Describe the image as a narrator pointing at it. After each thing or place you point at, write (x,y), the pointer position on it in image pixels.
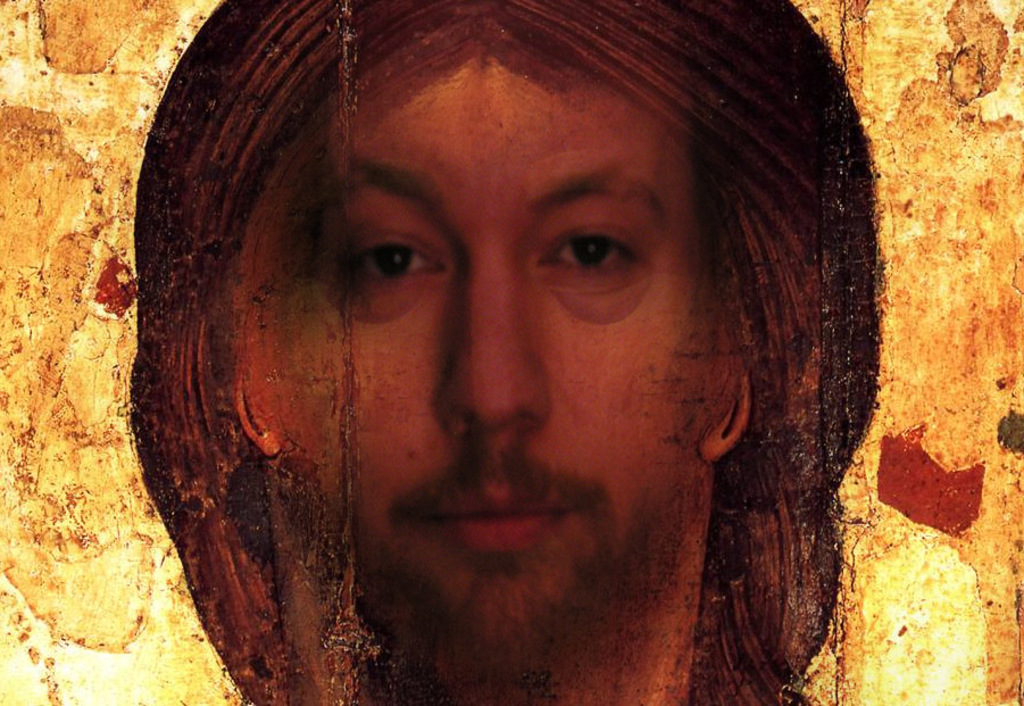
In this image we can see the painting (381,496) of a person (395,492) on a wall (56,614).
